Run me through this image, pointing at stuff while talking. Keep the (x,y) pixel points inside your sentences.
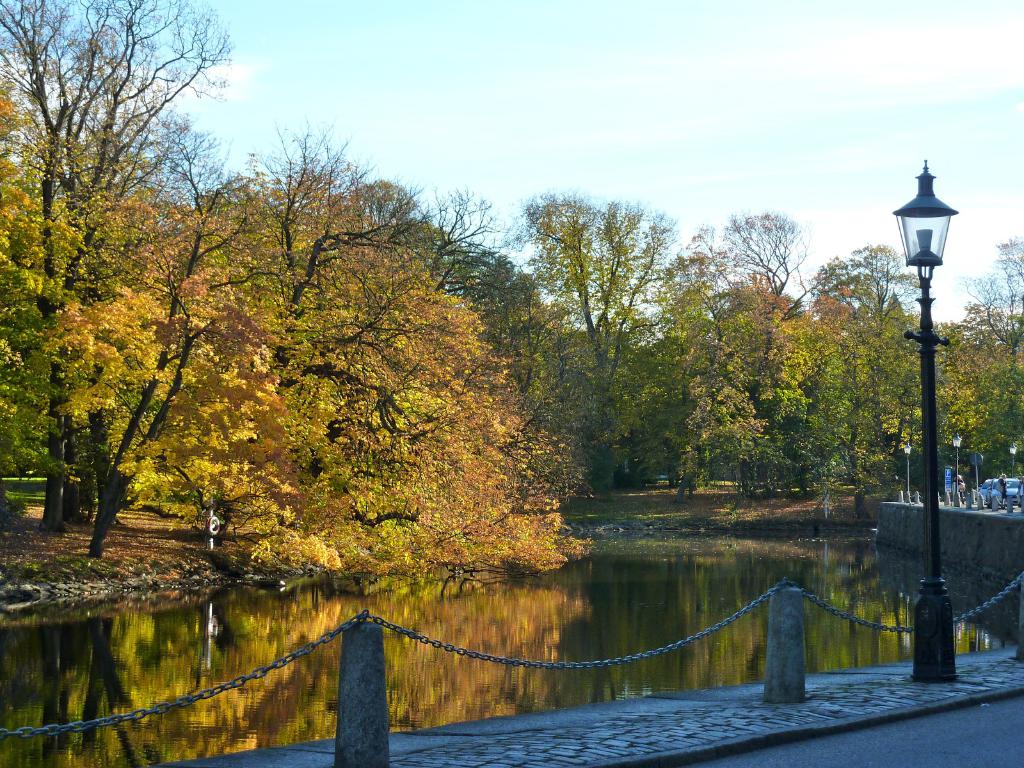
Here we can see water (573,559), chain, poles (955,500), lights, cars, and two persons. In the background (522,563) there are trees (764,325) and sky (778,194).
